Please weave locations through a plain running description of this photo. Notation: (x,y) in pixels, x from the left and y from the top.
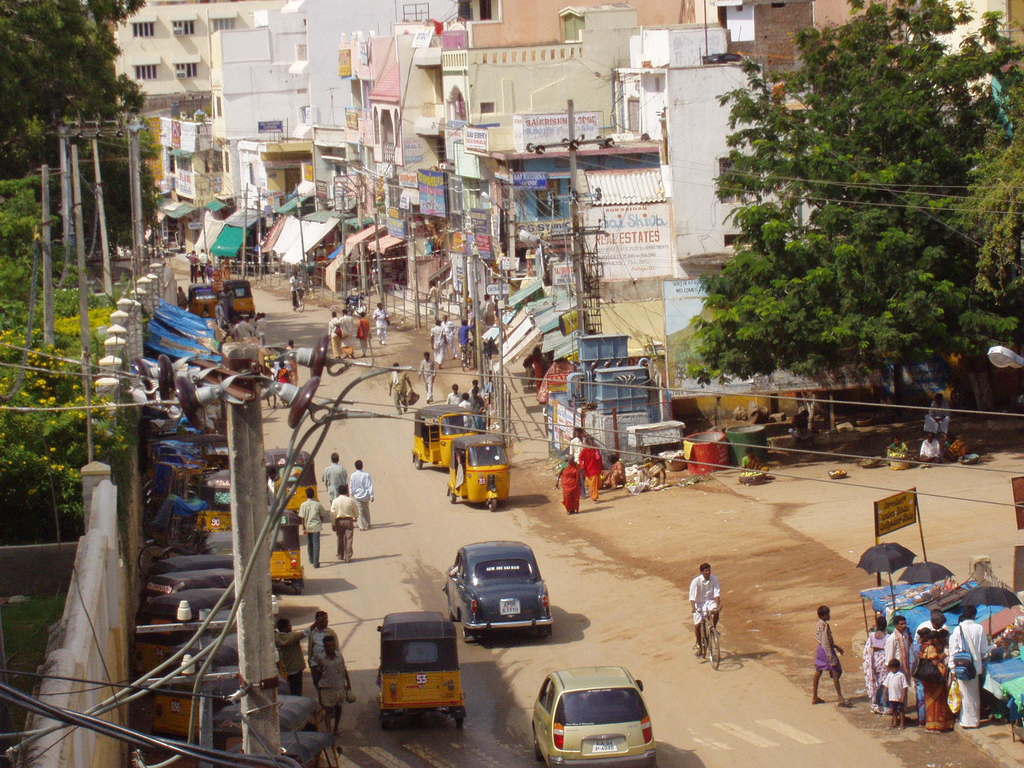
In this image we can see buildings (620,284), stalls (371,243), sheds (290,205), name boards (473,168), advertisements (436,182) on the walls (338,162), electric poles (74,207), electric cables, trees (45,89), bins (713,453), transformer (619,389), street vendors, motor vehicles (504,617) on the road (369,380) and persons (600,460) walking on the road (425,542).
